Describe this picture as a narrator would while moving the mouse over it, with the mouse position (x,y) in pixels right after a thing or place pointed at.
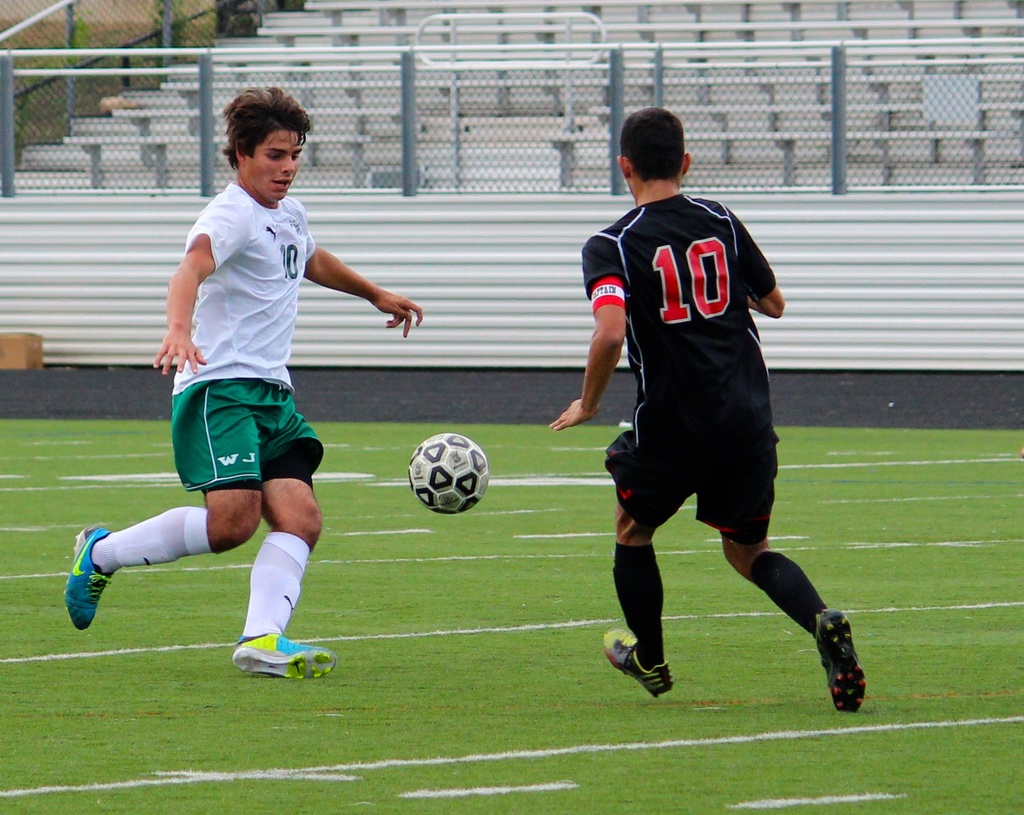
In the image in the center (469,507), we can see one ball (469,507) and two persons (268,505) are running. In the background (398,198) we can see fences (219,110), chairs (219,110) etc.
